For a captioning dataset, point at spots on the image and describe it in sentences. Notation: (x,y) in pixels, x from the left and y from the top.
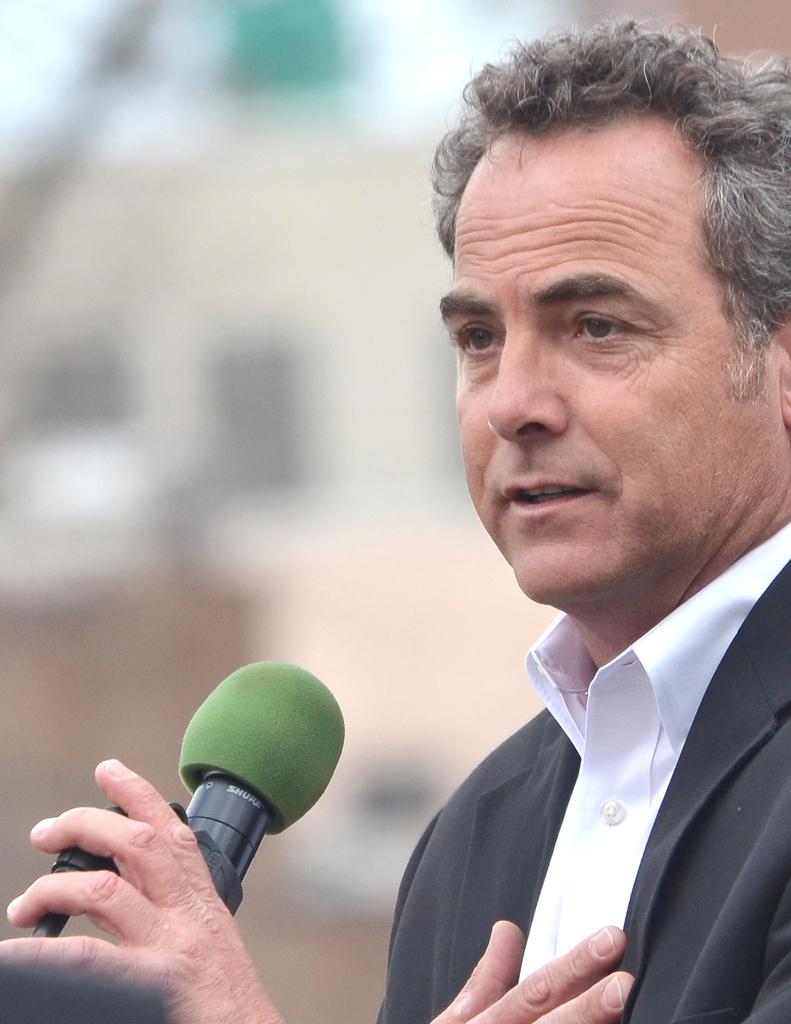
In this image in front (769,859) there is a person (514,503) holding the mike (206,831) and the background of the image (298,281) is blur.
